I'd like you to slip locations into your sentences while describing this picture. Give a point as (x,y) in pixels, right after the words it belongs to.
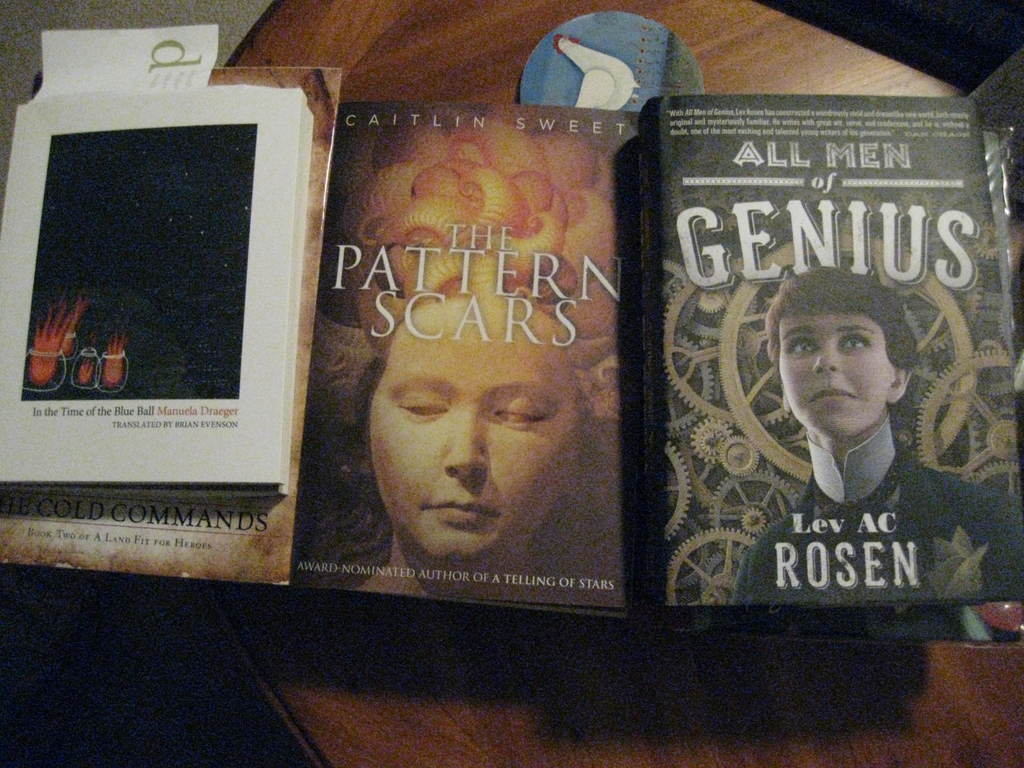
In this picture there are books (596,443), paper (134,73), badge (563,51) placed on a wooden table (541,662).
